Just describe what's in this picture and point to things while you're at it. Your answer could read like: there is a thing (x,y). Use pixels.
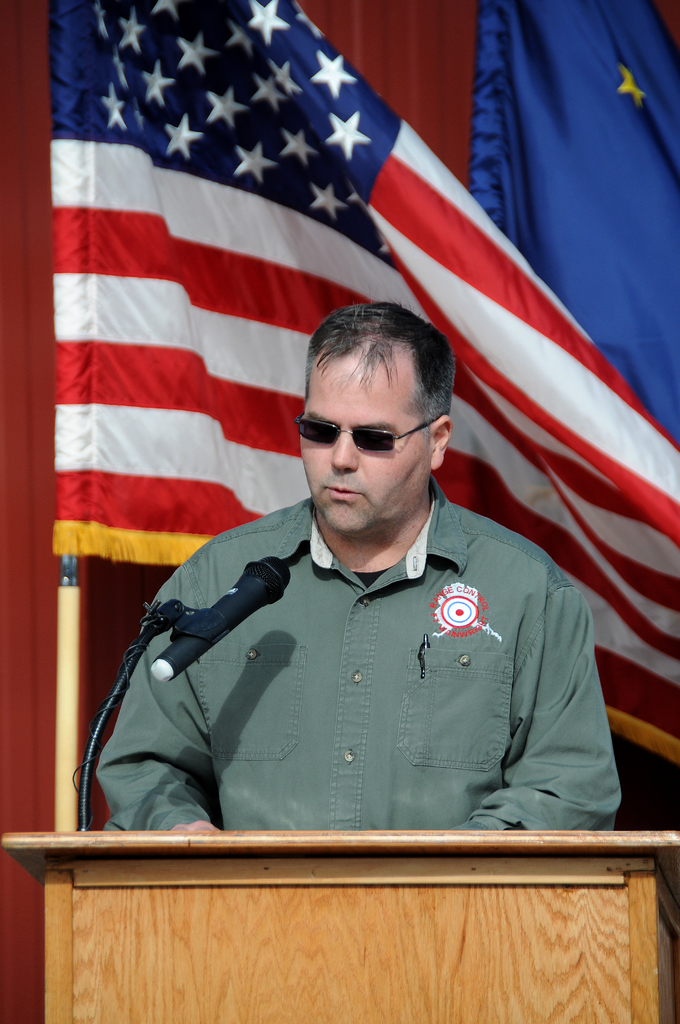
In this picture there is a man (422,683) in the center of the image (443,674) and there is a desk (212,875) and a mic (271,600) in front of him and there are flags (309,206) in the background area of the image (340,220).
